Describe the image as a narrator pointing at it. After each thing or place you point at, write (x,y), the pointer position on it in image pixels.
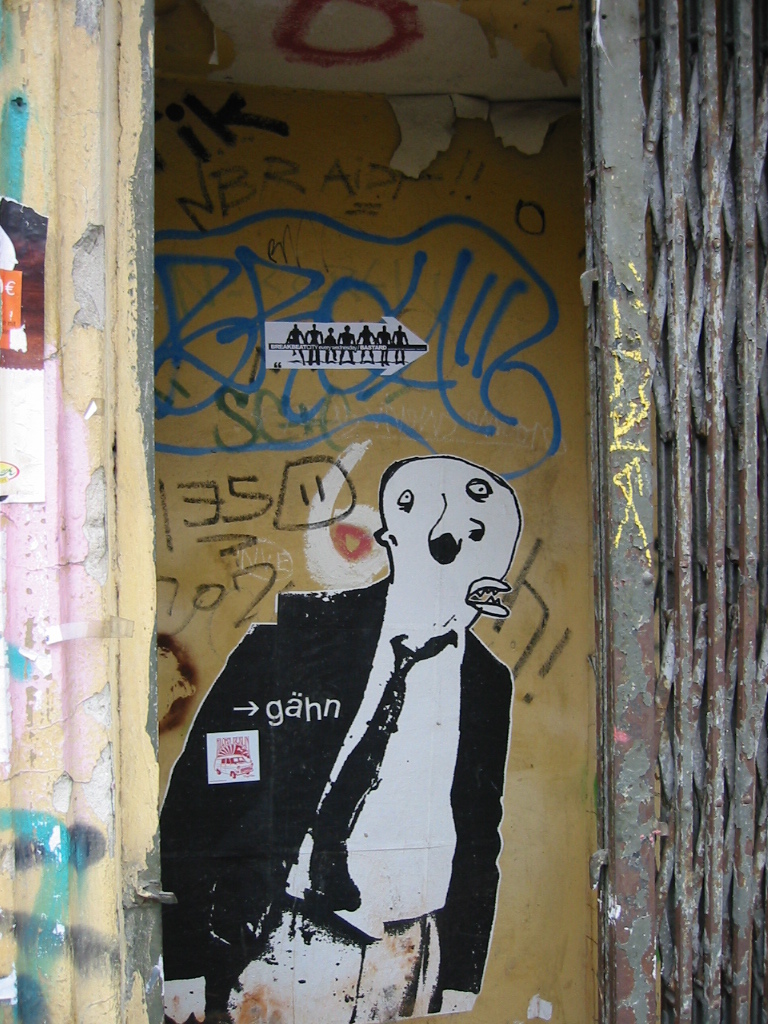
In this image in front (661,408) there is a gate (654,402). In the background of the image (280,534) there is a painting (412,622) on the wall (323,536).
